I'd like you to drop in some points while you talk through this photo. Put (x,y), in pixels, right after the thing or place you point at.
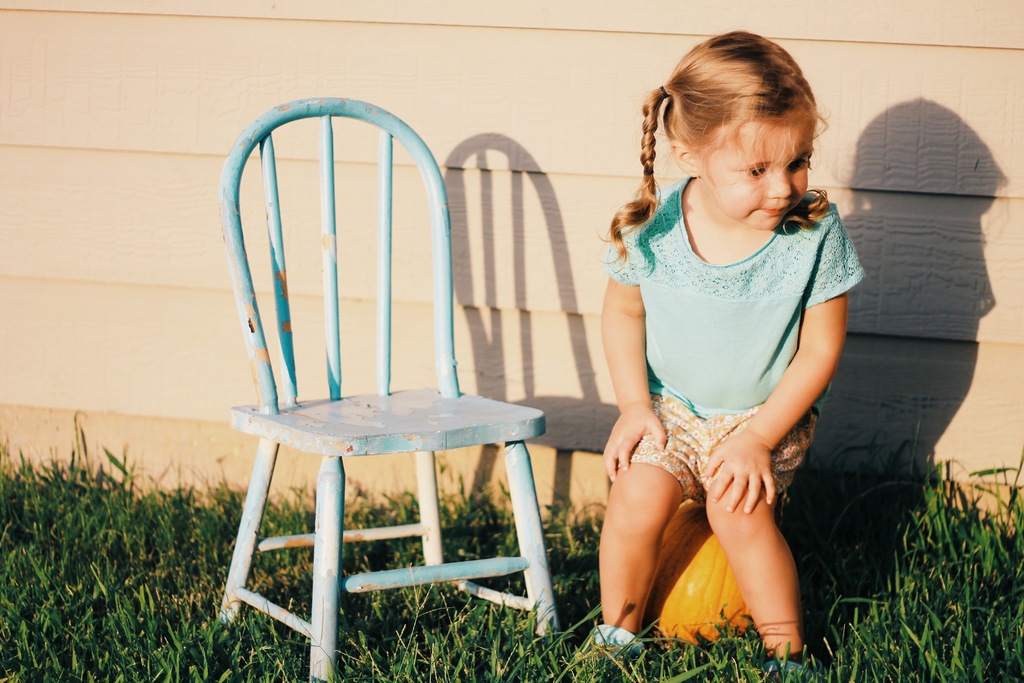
In this image there is a girl (613,511) sitting on the pumpkin (671,553) and there is a chair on the grass (471,549), and in the background (575,386) there is a wall (458,106).
